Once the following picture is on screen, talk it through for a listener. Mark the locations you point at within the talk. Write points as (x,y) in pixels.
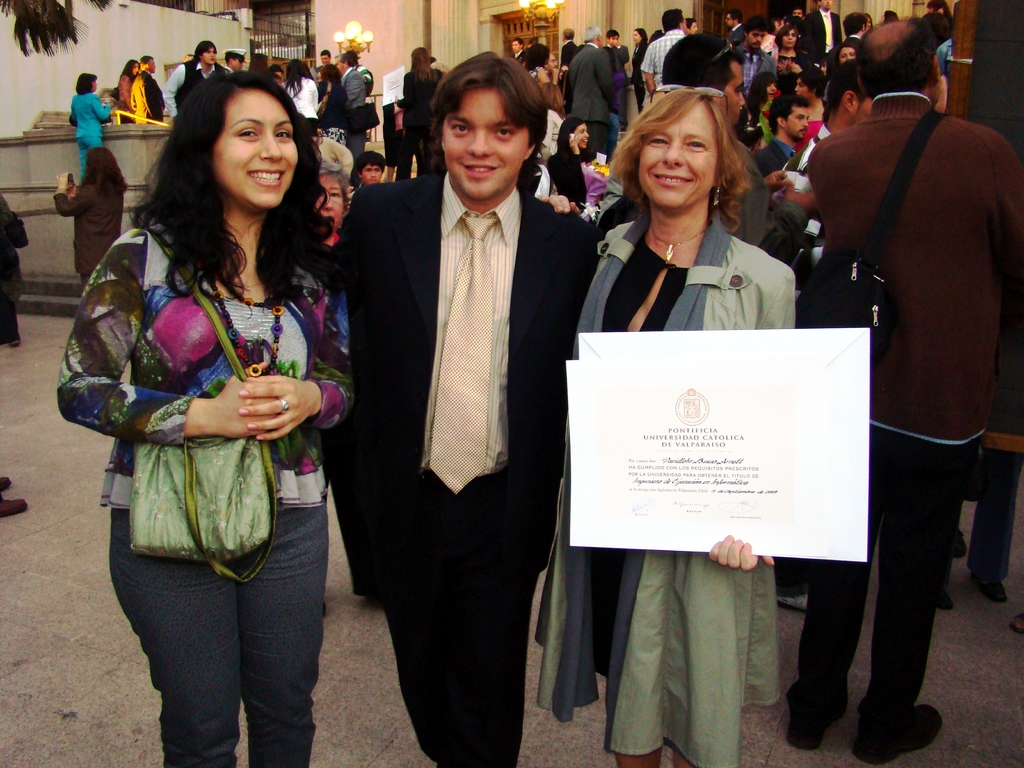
In the picture there is a crowd (795,60) and in the front (298,357) there are three people (391,294) standing and posing for the photo, on the right side (792,355) a woman (568,511) is holding some papers (679,467) with her hand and behind them in the background (323,33) there is a wall (366,54) and there are few pillars (588,17) in front of the wall (370,21), there are two lights (354,30) attached to the wall (376,34).
